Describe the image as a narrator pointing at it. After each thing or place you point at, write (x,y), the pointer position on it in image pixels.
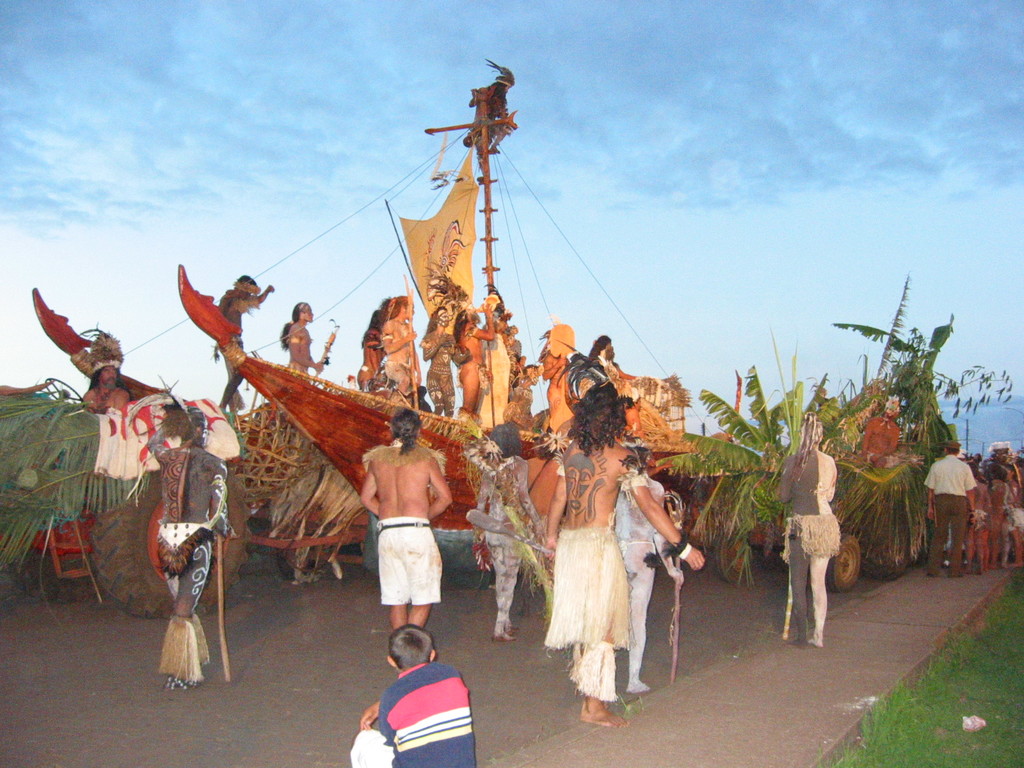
In this picture there are group of people (514,486) with costume (410,524), few people (822,483) are standing on the road (166,725) and few people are standing on the vehicles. In the foreground (442,713) there is a person (453,676) sitting on the road (516,749). There are vehicles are decorated with the tree branches (918,396). At the top (832,104) there is sky (817,104) and there are clouds (682,104). At the bottom (475,663) there is a road (681,660) and there is grass (927,714).
